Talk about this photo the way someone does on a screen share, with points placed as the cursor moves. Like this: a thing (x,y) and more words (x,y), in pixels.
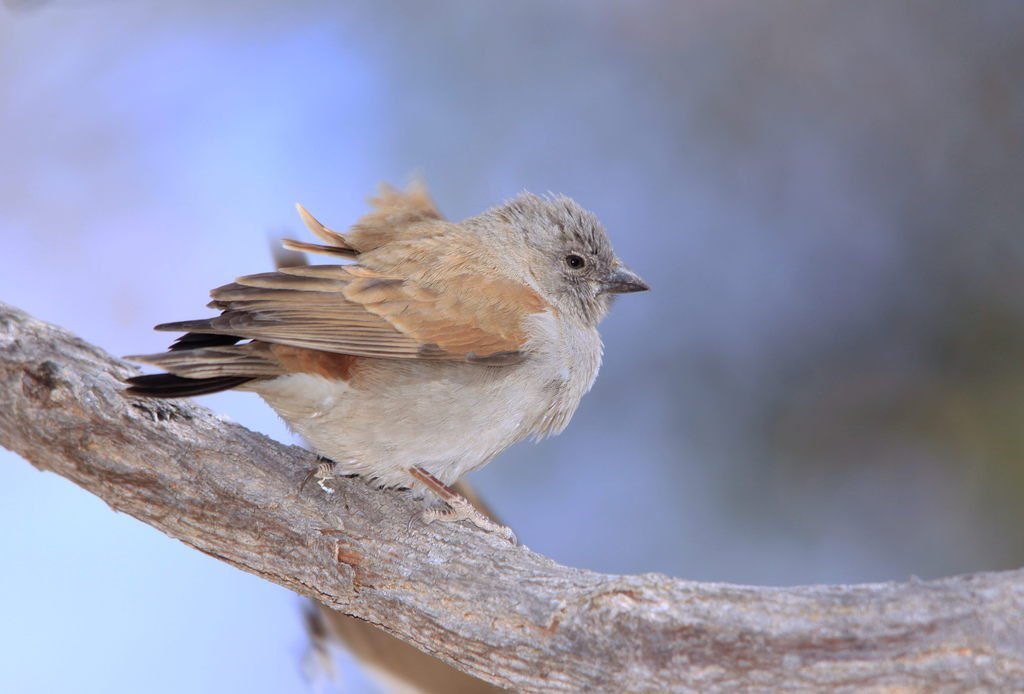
This is the picture of a tree stem (508,642) on which there is a bird (530,416).
